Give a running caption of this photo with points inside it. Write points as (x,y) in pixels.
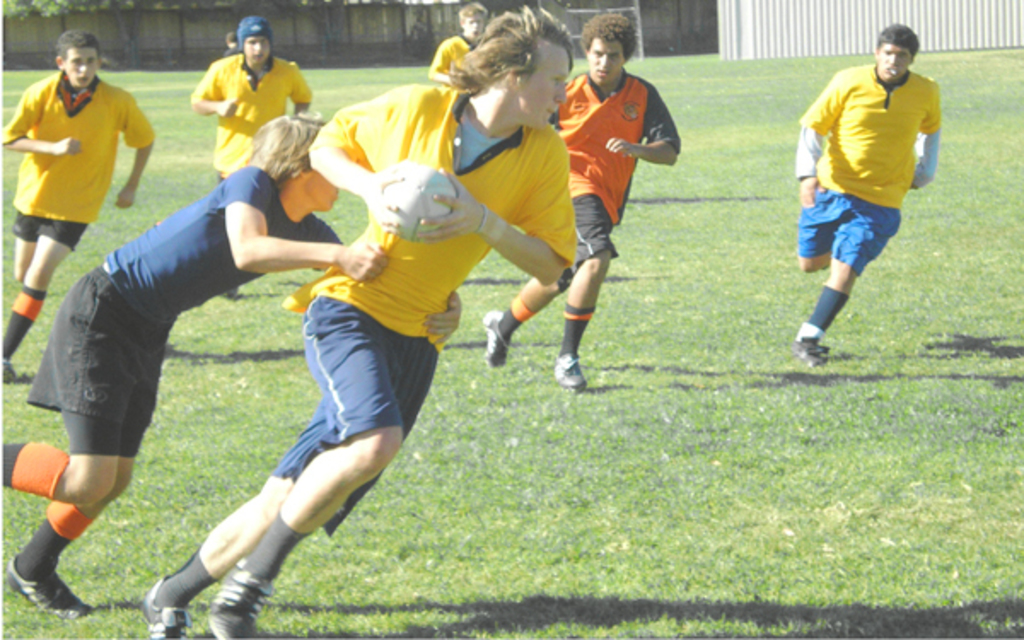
In this image we can see people (574,264) running. The man (361,468) in the center (437,217) is holding a ball (399,212). At the bottom (552,527) there is grass (738,498). In the background (766,43) there is a fence (177,30).
